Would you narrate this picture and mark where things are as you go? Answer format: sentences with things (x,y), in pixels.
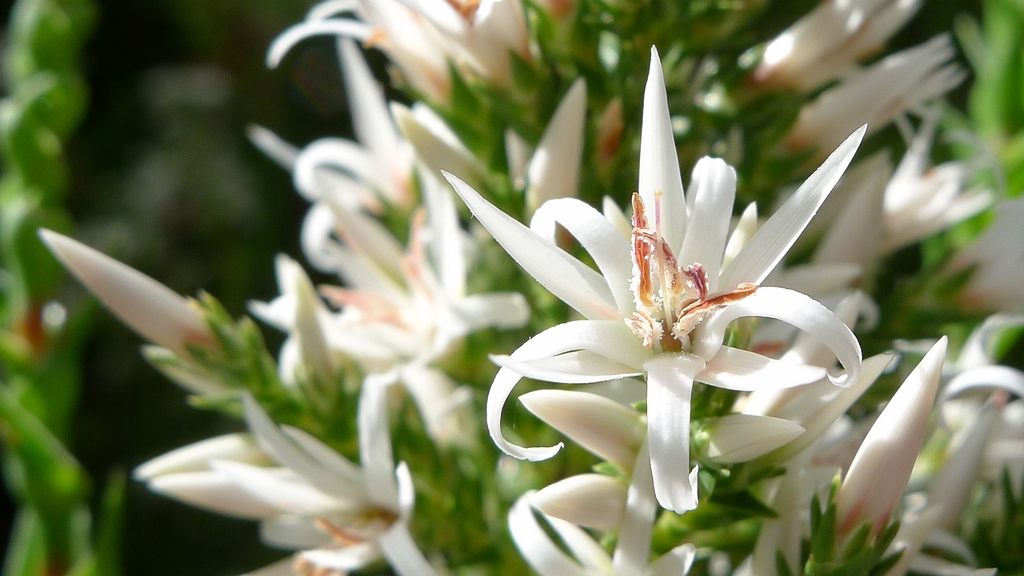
In this picture we can see white flowers (746,381) and in the background (387,76) we can see leaves (49,40) and it is blurry.
